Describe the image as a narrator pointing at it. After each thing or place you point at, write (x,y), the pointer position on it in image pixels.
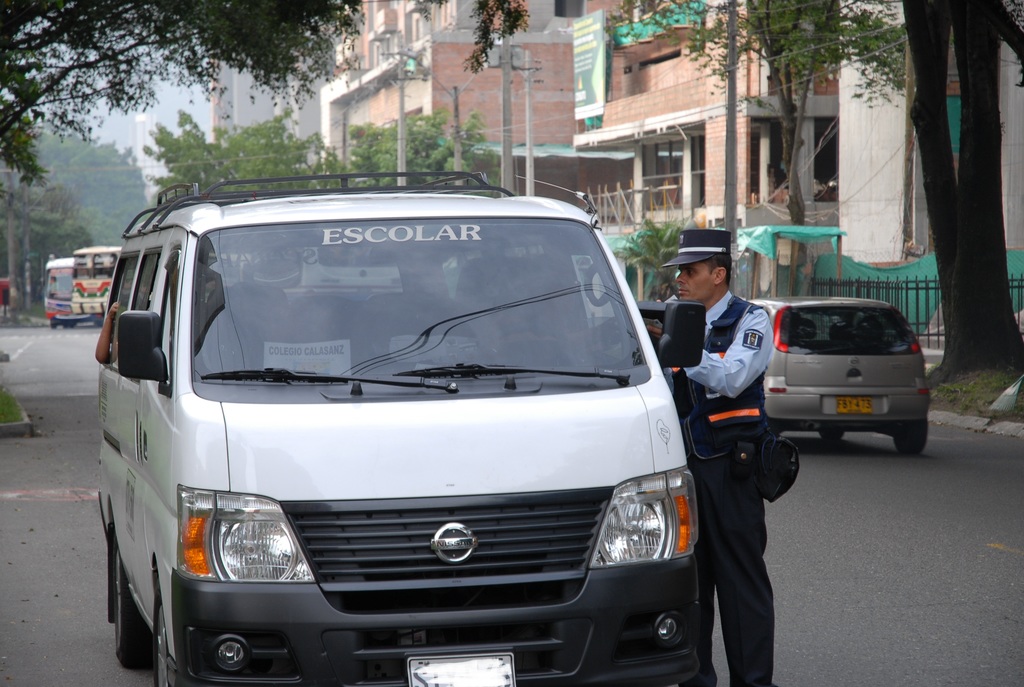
We can able to see a white van (367,500). Beside this van (596,406) a police person (724,415) is standing. He wore police cap (698,241) and police uniform (744,402). On road (896,619) vehicles (844,344) are travelling. Far there are number of trees (226,132). Buildings (606,202) are made with bricks (616,104) and it is in red color. Poles (401,139) are far away from each other.
